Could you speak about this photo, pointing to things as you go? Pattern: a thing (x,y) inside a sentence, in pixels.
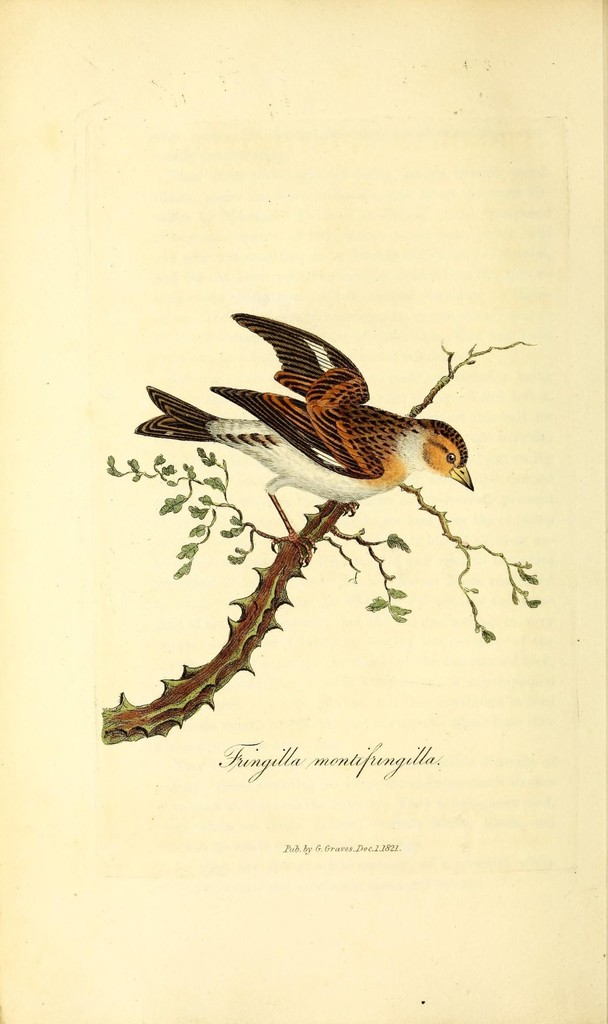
In this picture there is a picture (377,435) of a bird (347,472) and tree (204,704) on the paper (416,306) and there is text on the paper (213,784).
